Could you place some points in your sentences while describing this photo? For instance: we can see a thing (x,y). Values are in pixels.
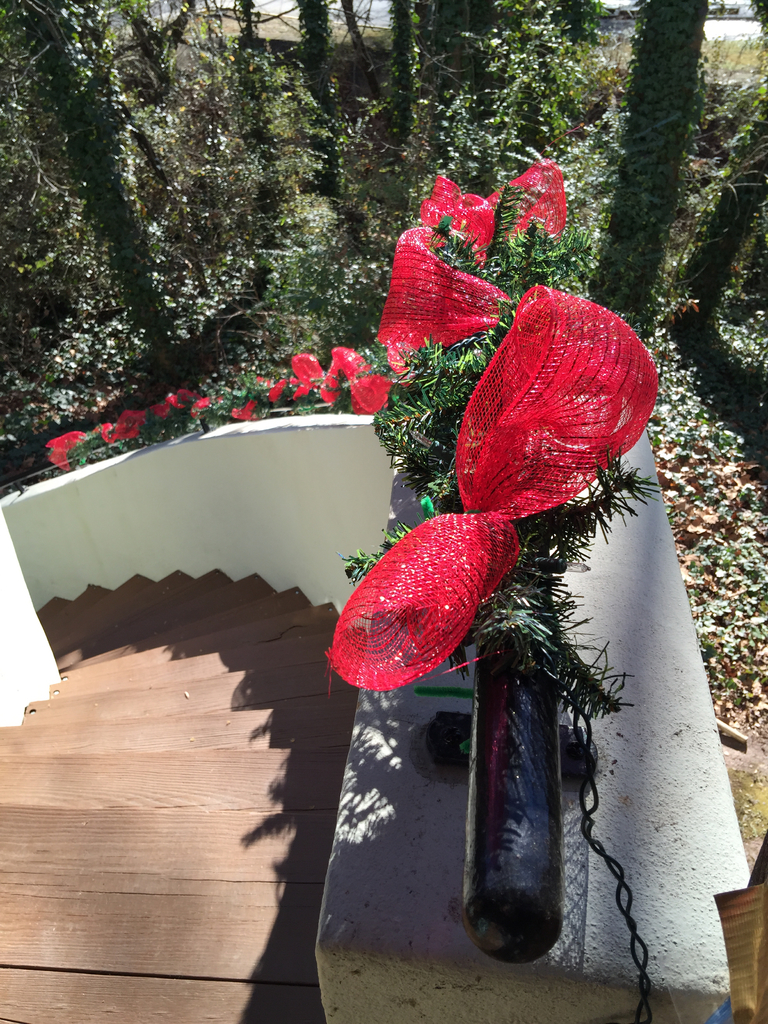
In this picture I can see the steps (326,742) in front (71,604) and I can see the wall (324,504), on which there is a rod (512,784) and I see number of leaves (189,416) and few red color things (592,399) on it. In the background (36,284) I can see the trees (48,62) and few plants (324,249).
